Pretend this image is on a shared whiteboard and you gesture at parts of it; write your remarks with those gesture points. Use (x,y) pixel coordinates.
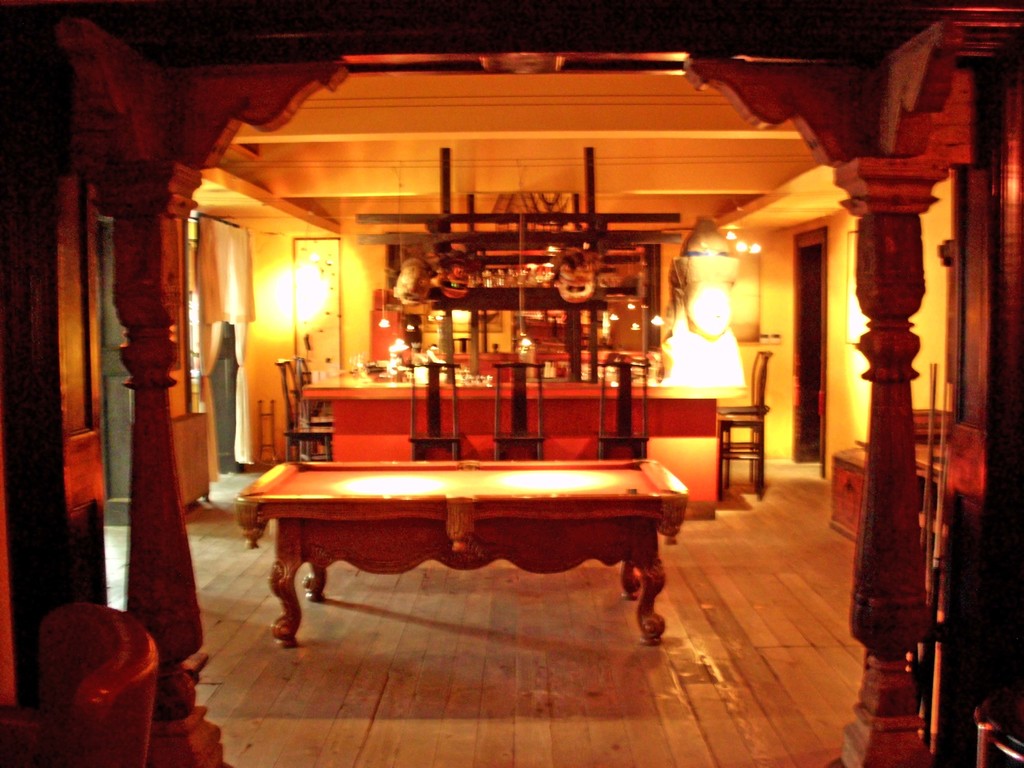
Here we can see a room (560,722) having couple of tables (639,468) and chairs (733,407) present and there are lights (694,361) here and there and we can also see curtains (231,269) present.
